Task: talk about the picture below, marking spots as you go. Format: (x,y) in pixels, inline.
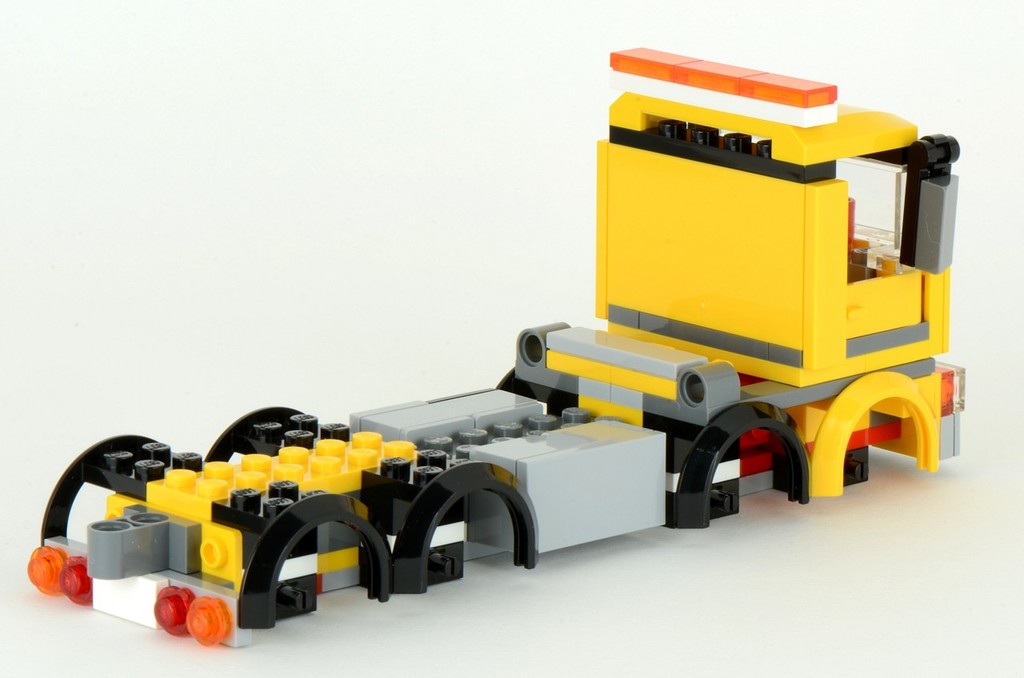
In the picture we can see toy truck (616,463) which is made of legos (628,454).
